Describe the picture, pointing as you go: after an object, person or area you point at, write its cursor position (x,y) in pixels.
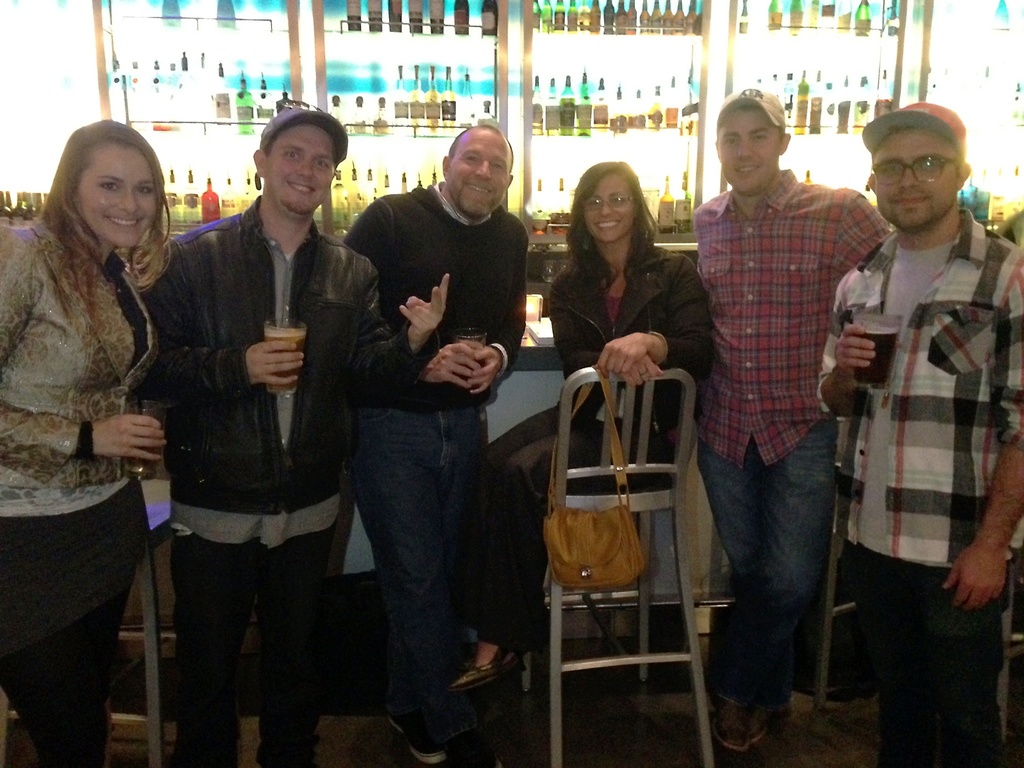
These persons (100,321) are standing. This woman (625,301) is sitting on a chair (636,397). On this chair (610,506) there is a bag (626,517). This rack (145,36) is filled with bottles (398,25). This man (318,374) wore jacket (221,401) and holding a glass (281,326).
